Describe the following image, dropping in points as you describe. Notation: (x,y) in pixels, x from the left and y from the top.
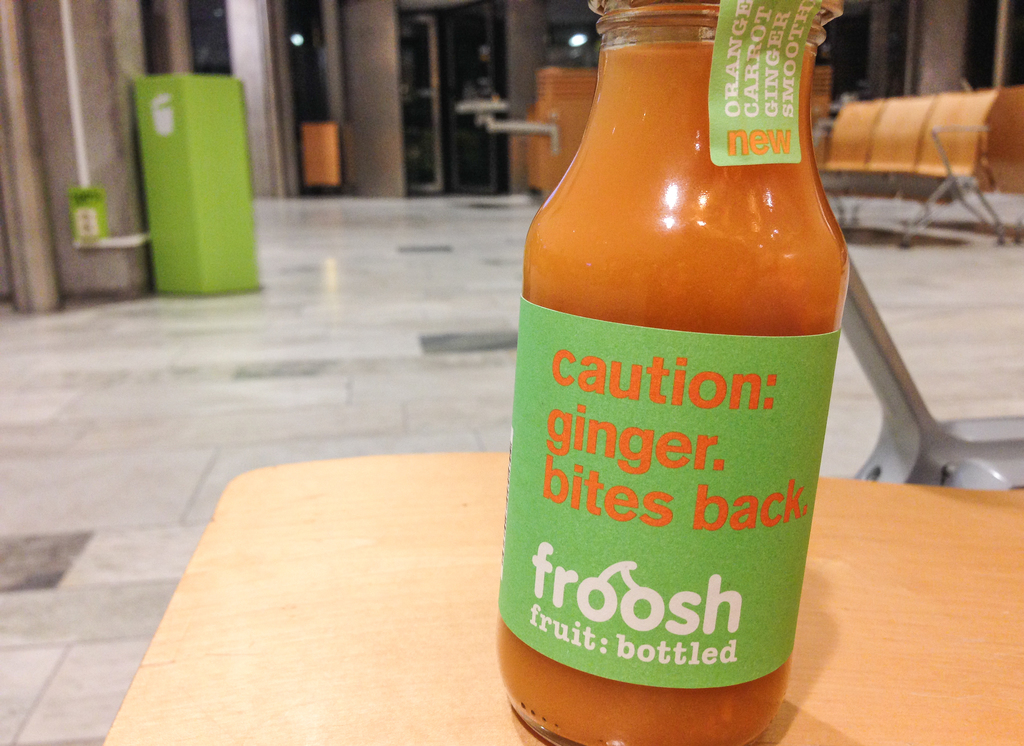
This is a bottle (732,326) with some orange colored liquid (677,261) inside it. There is a label (717,574) attached to the bottle (758,546) and this bottle (502,618) is placed on the table (381,662). At background (166,193) I can see a green colored object (170,136) placed at the corner. And at the right corner of the image (951,173) I can see orange chairs (937,161) which are empty.
